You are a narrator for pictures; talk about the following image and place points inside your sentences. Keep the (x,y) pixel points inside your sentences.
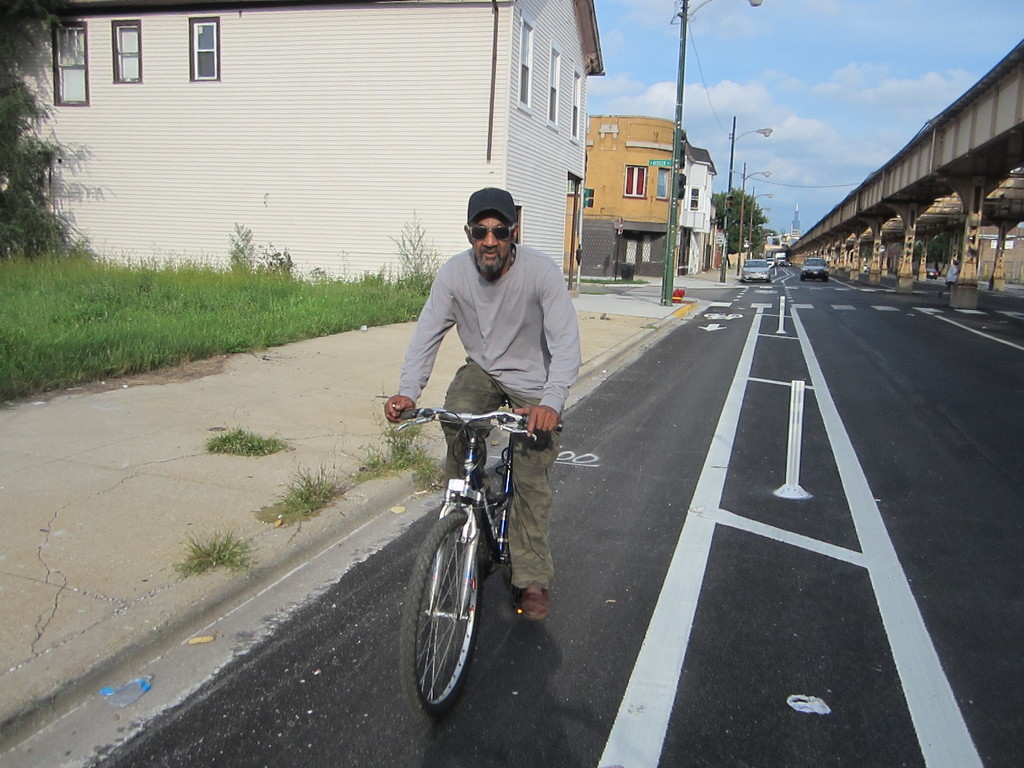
In this image we have a man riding a bicycle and in background (158,334) we have grass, building (610,145), street light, car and a bridge (1012,115).
